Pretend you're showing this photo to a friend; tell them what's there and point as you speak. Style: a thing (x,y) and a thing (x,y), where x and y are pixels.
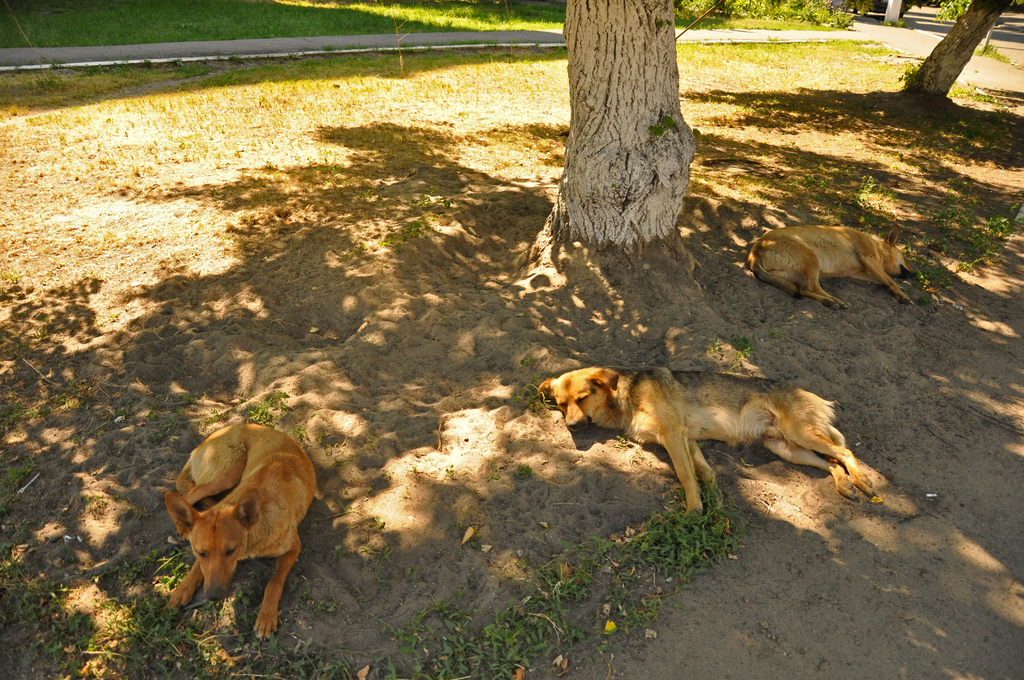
In the image to the front (494,458) there are three dogs (786,276) sleeping on the sand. on the sand (550,563) there are leaves (625,566) and also there is a tree (614,154). To the top of the image (79,22) there is a grass (563,11) and also there is a road (282,41).
